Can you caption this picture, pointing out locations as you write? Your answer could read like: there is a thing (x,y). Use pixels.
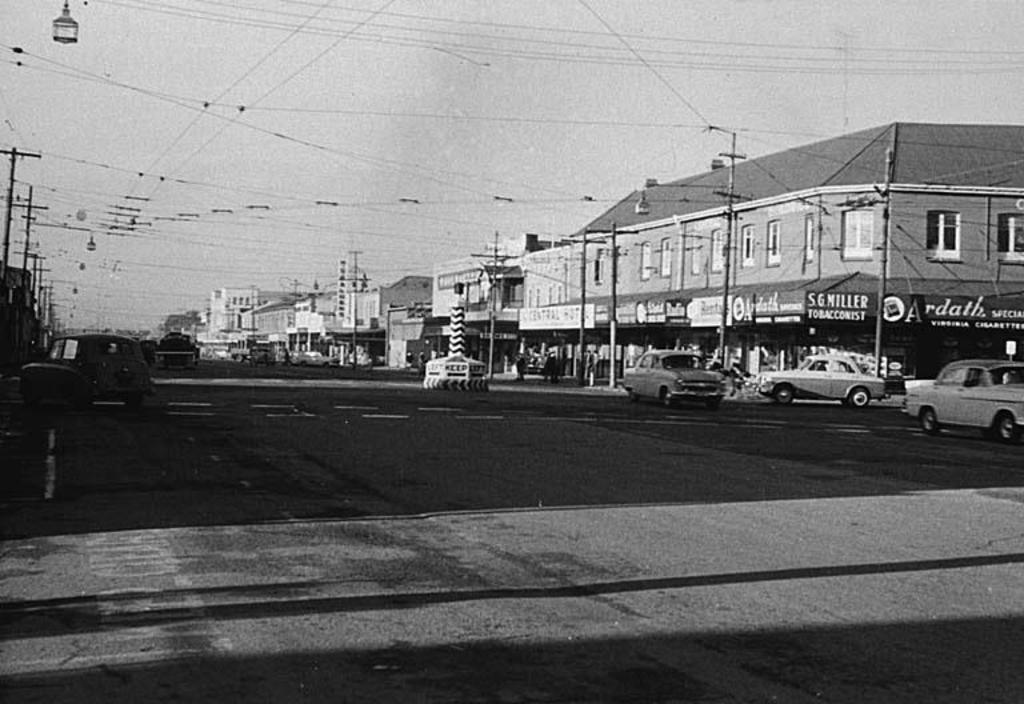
This is a black and white image. I can see the vehicles (159,359) on the road (776,449). There are buildings (714,205), name boards (651,315), lamps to the wires (283,207) and I can see the poles (731,205). In the background (908,85), there is the sky (467,97).
